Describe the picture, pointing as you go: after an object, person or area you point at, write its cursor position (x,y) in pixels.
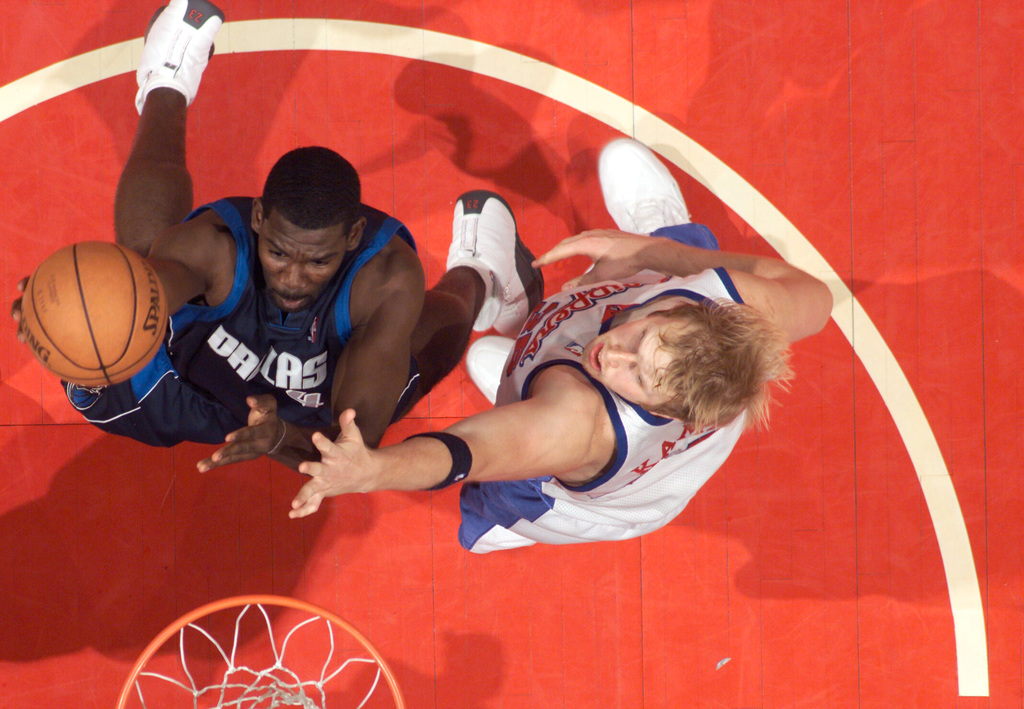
The man (291,365) in the black T-shirt (274,312) is holding a ball (120,327) in his hand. I think he is throwing the ball (124,314) into the basket (244,596). Beside him, the man (485,461) in white T-shirt (660,445) is trying to stop him. Both of them are playing the basketball. At the bottom (656,572), we see a basket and a floor (623,593) in red color. This picture is clicked in the basketball court (846,663).
